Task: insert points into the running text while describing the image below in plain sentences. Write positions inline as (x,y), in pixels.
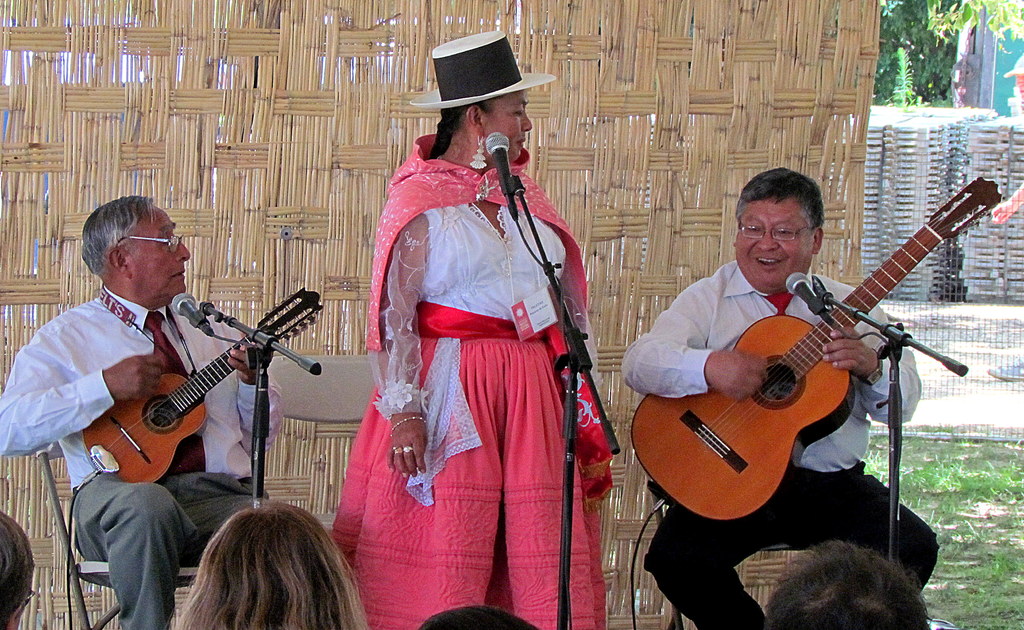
There are three members (517,358) in this picture. Two of them were men (156,349) who are sitting and playing a guitars (739,416) in their hands (141,394). The middle one is a woman (505,202) wearing a hat (461,87) standing in front of the mic (506,179) and stand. In the background (649,175) there is a wooden wall (277,115) here.
